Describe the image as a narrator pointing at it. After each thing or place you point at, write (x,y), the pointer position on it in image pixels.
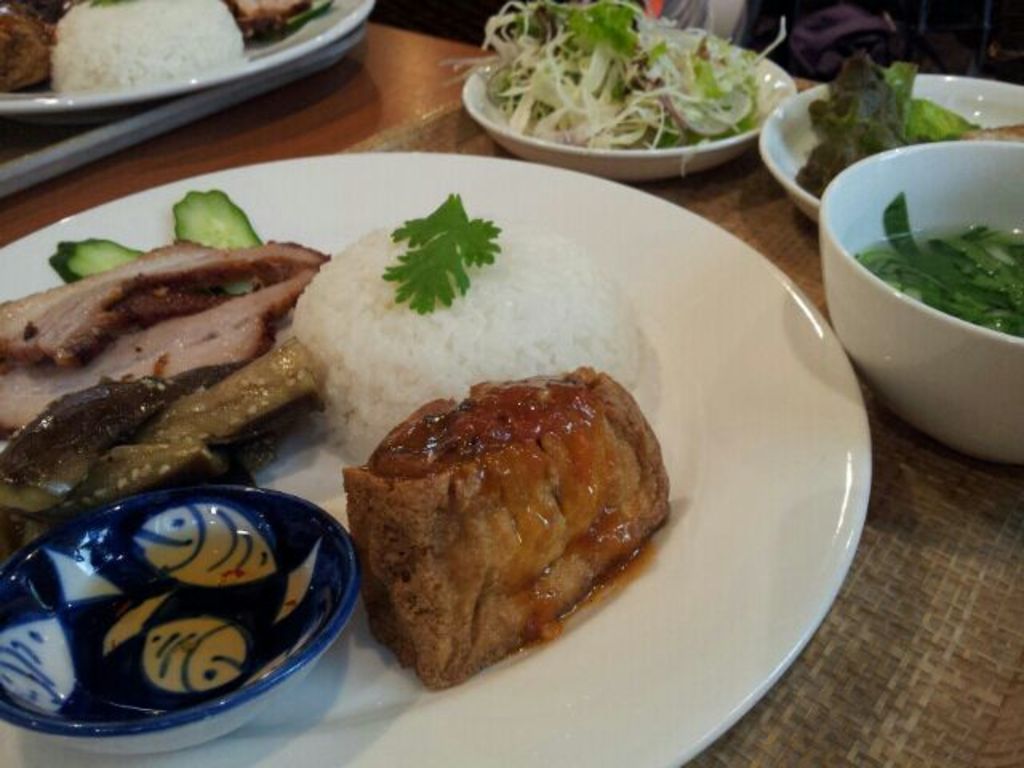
In this image I can see few food items (446,654) and they are in brown, white and green color and the food items (476,482) are in the plates (658,611) and the plates (663,624) are in white color.
